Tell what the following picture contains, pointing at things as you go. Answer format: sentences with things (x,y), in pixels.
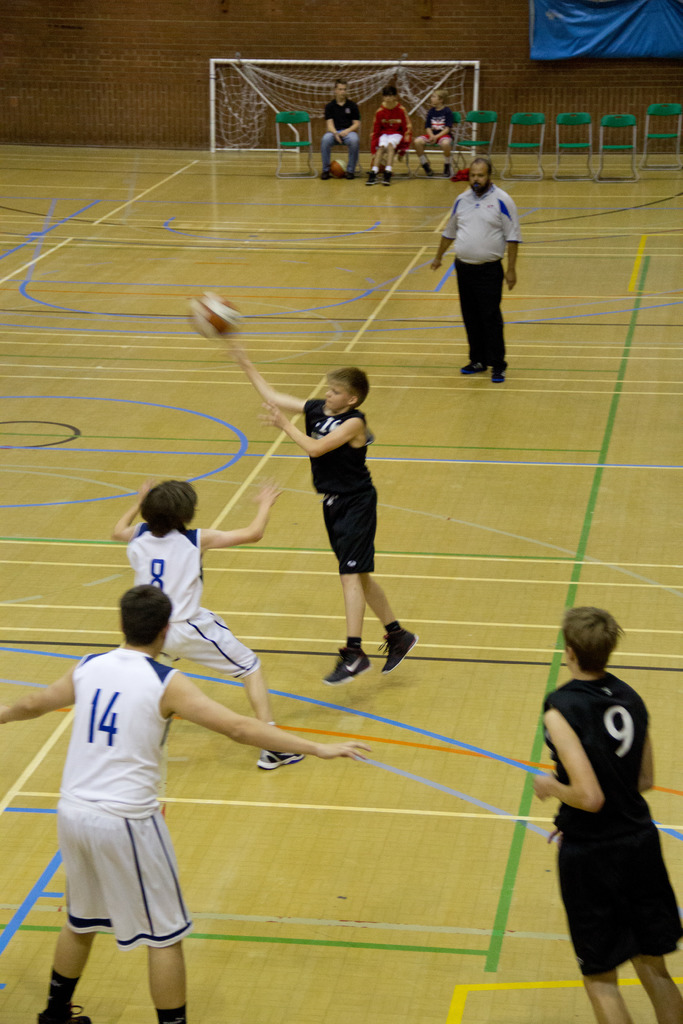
In this image we can see a few people (184,690), some of them are playing, there are three boys (416,149) sitting on the chairs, there is a goal post (438,62), there is a ball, and a blue colored sheet (599,41) on the wall (476,13).
